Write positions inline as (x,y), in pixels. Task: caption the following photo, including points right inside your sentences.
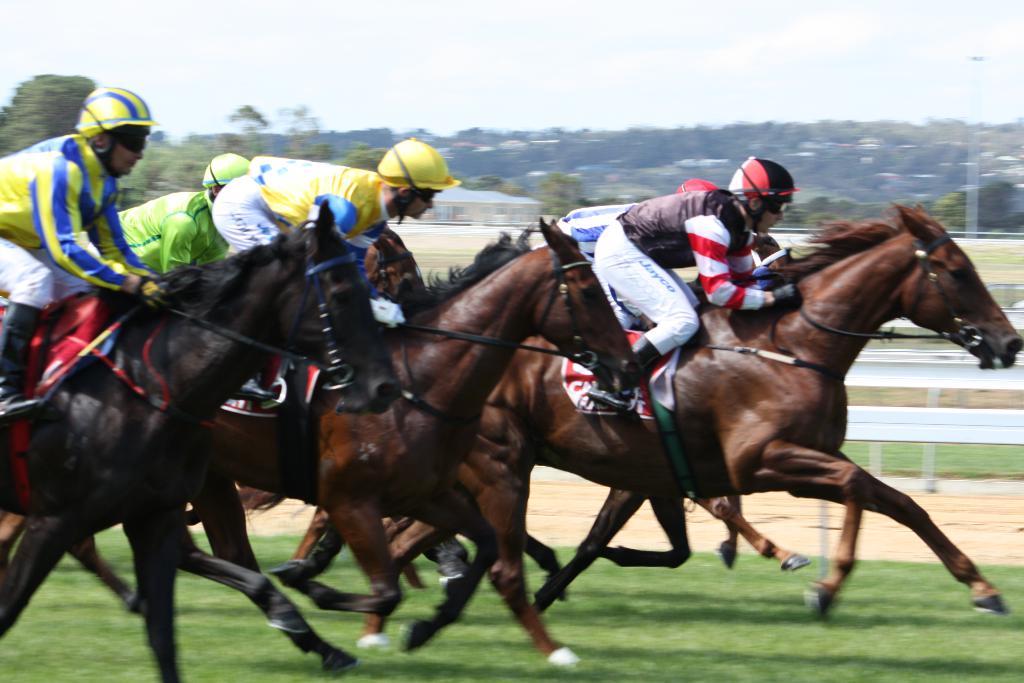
In the image I can see some people (359,243) who are wearing the helmets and riding the horse (896,240) and to the side there is a fencing (462,223) and also I can see some trees (677,156), plants (695,153), poles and buildings (474,217).
